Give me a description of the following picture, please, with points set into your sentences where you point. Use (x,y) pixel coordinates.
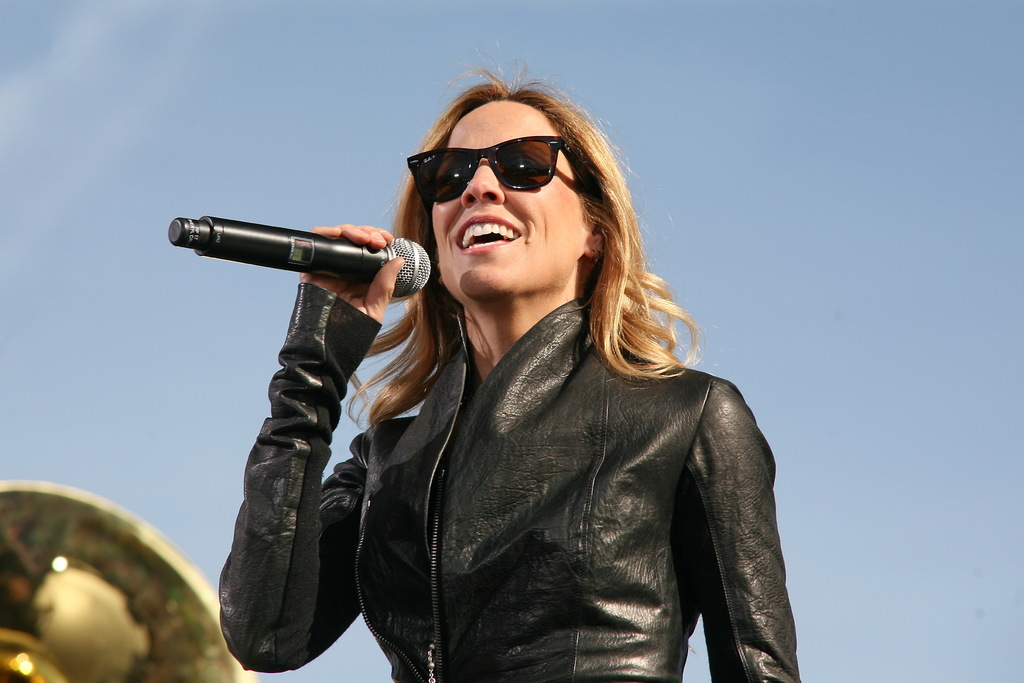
In this image there is a lady person (682,505) who is wearing a black color jacket (425,537) and also spectacles (545,155) holding a microphone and at the left side of the image (101,581) there is an object (96,589) and at the top of the image (425,85) there is a clear sky (814,232).
